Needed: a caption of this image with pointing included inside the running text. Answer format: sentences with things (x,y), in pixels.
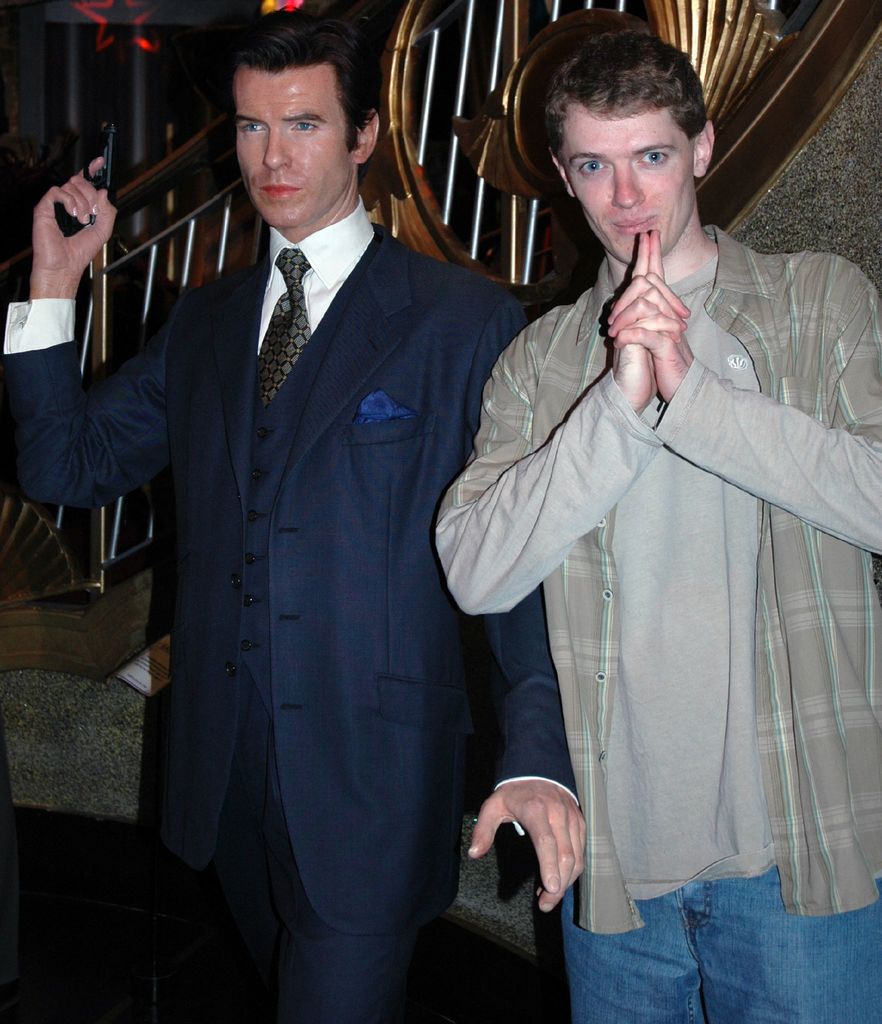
This image consists of two men (257,632) standing. To the left (248,558), there man (248,504) wearing suit (230,487) is holding a gun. In the background (10,511) there are steps (548,139). At the bottom (43,825), there is a floor (43,825).
